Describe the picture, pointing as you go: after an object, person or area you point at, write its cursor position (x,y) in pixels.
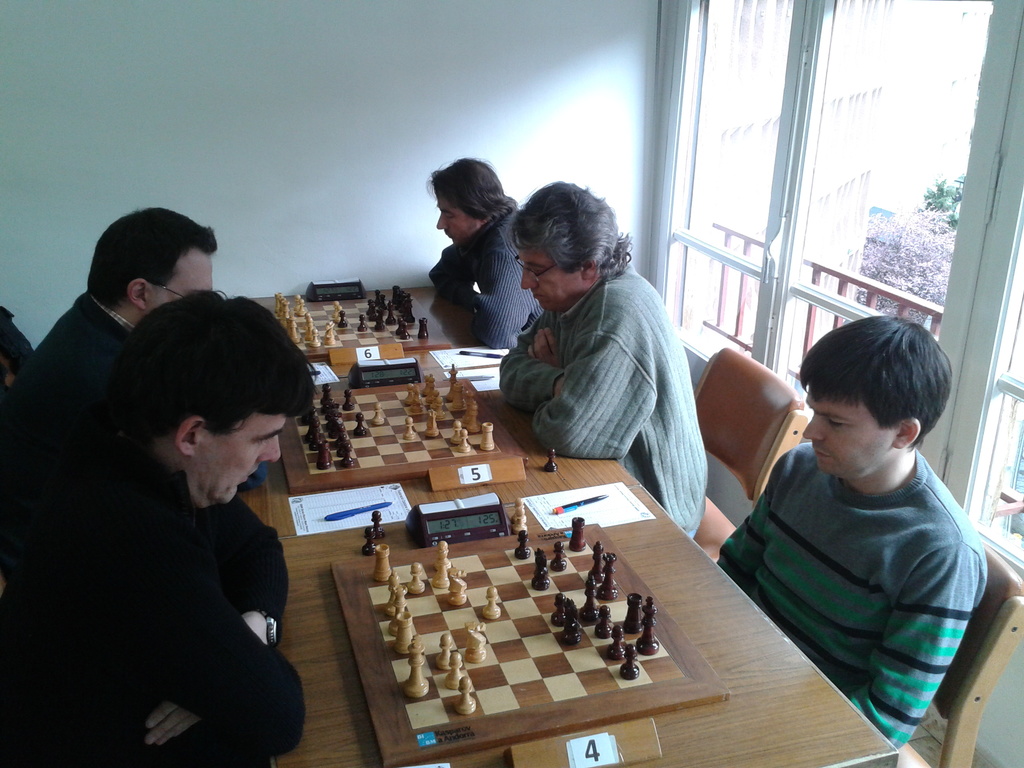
In this picture we can see individual people (859,487) sitting on their opposites and playing chess (553,701). There is also paper (609,495), pen (600,498) and a timer clock (467,541) in front of them.
